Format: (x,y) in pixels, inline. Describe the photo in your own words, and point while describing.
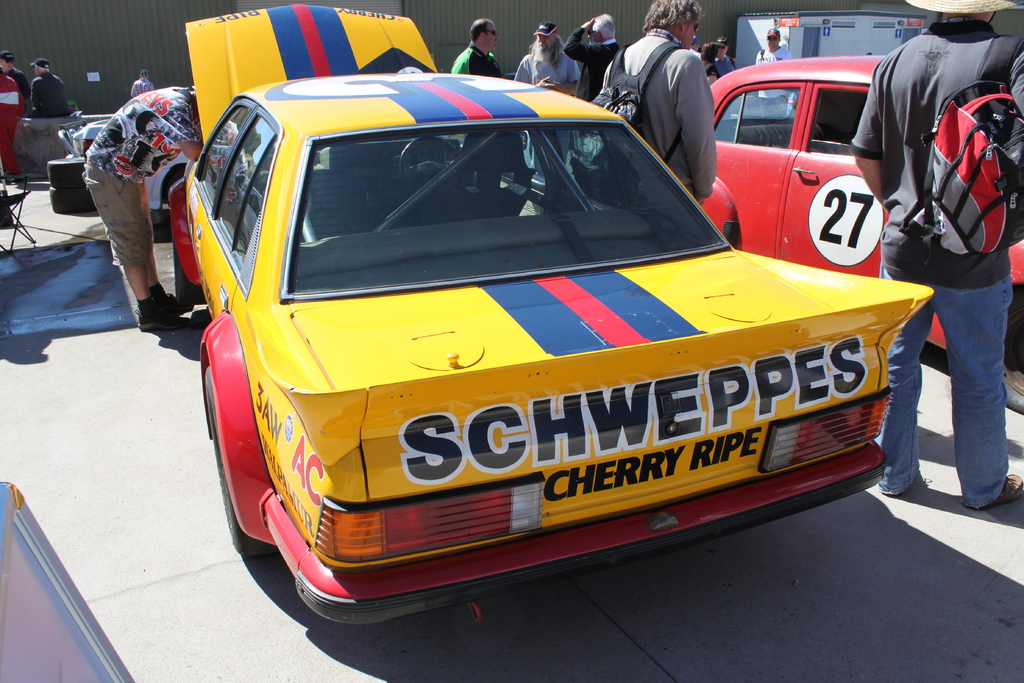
In this picture, there is a car (289,296) in the center (520,321) which is in red and yellow in color. Beside the car (286,166), there is a man (170,100). Towards the right (924,133), there is another man (970,366) wearing black t shirt (910,80), blue jeans (996,345) and carrying a bag (958,115). Before him, there is another car (783,160) which is in red in color. On the top (688,105), there are people (682,83). In the background (44,101) there are people (673,6).
